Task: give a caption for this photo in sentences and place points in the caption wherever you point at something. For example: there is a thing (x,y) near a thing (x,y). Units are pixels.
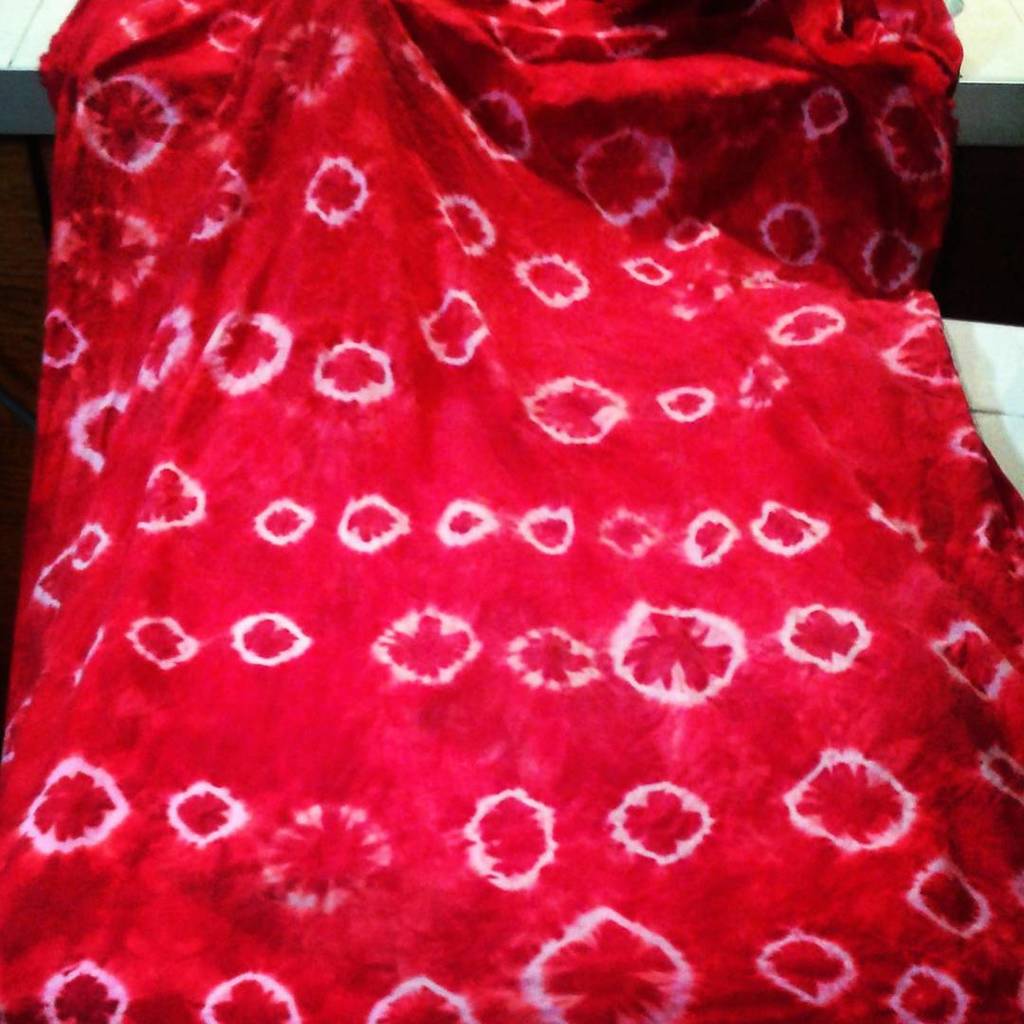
In the picture we can observe a red coloured blanket (452,551).
